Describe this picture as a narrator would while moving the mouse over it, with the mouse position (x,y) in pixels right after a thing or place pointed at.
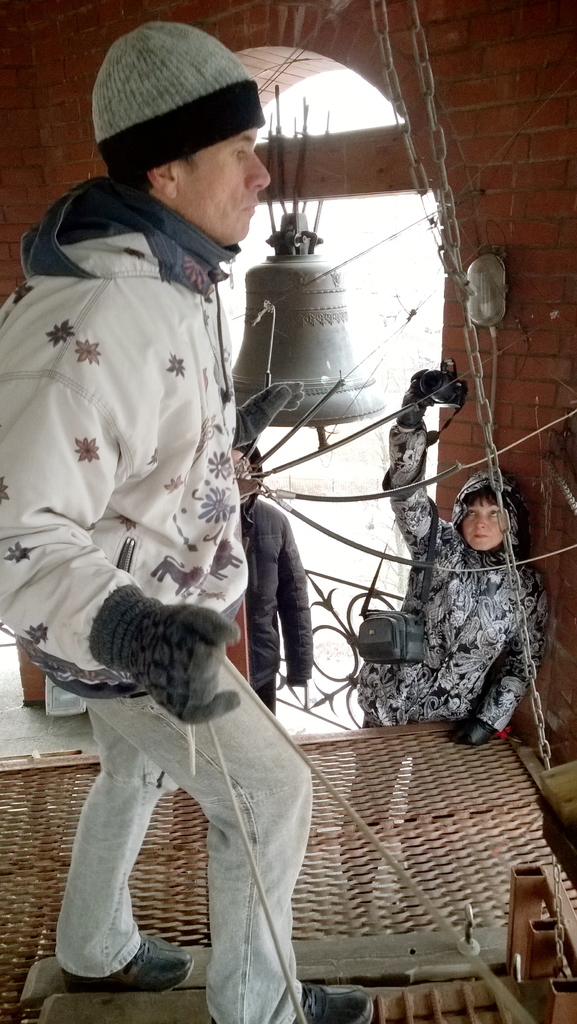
In this image there is a person (218,589) standing on the object (362,784), which is connected to chains (511,548), behind the person (178,573) there are two people (500,598) standing on the floor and there is a bell (318,264) hanging on the wall (284,6).
